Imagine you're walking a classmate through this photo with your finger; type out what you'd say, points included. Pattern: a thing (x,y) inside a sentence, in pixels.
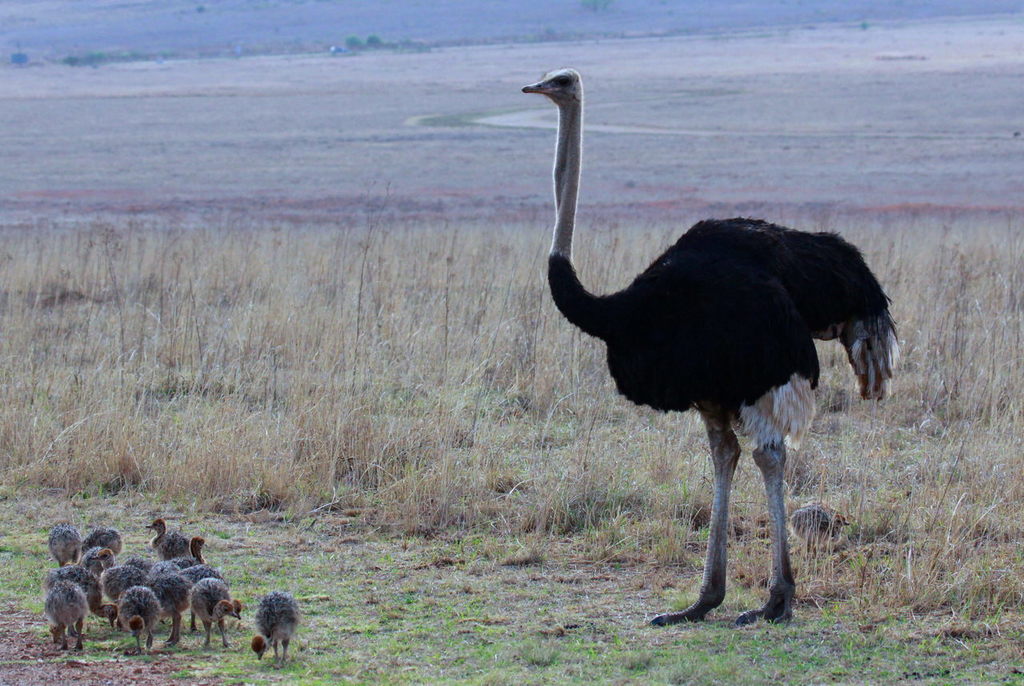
In this picture I can see ostrich (683,372) on the right side (693,394). I can see ostrich babies (160,571) on the left side (169,575). I can see green grass (471,575).
